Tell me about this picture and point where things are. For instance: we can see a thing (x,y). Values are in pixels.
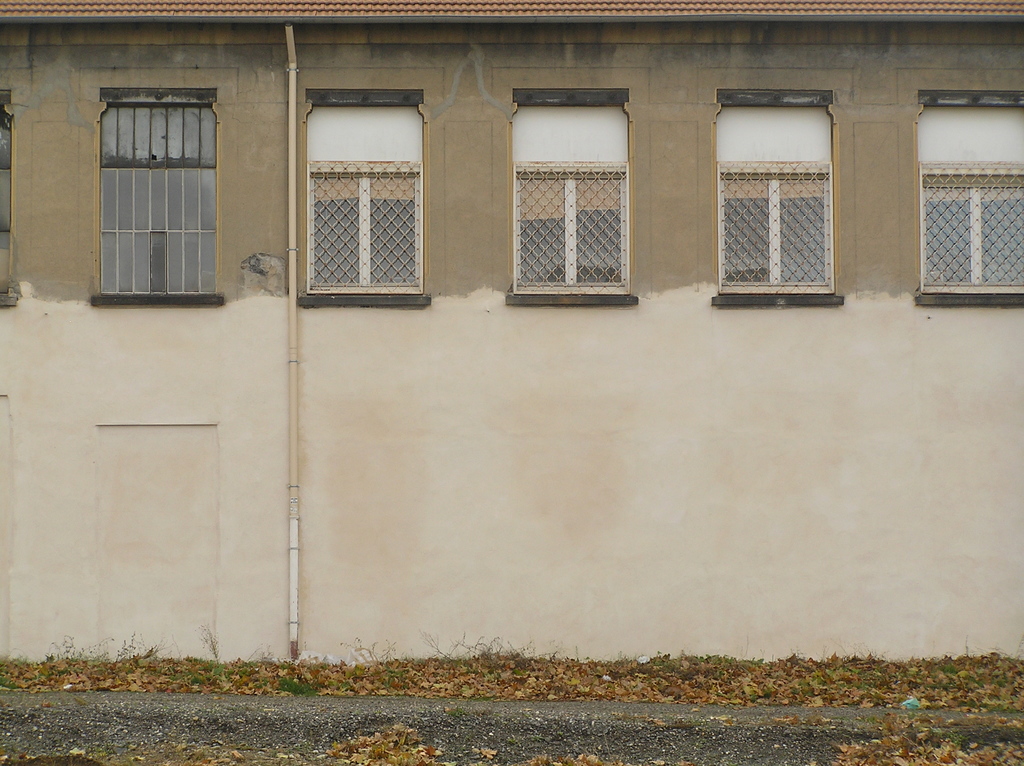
In this image I can see the building (689,489) in cream color, few glass windows (719,212) and I can also see the pipe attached to the building (642,458).
